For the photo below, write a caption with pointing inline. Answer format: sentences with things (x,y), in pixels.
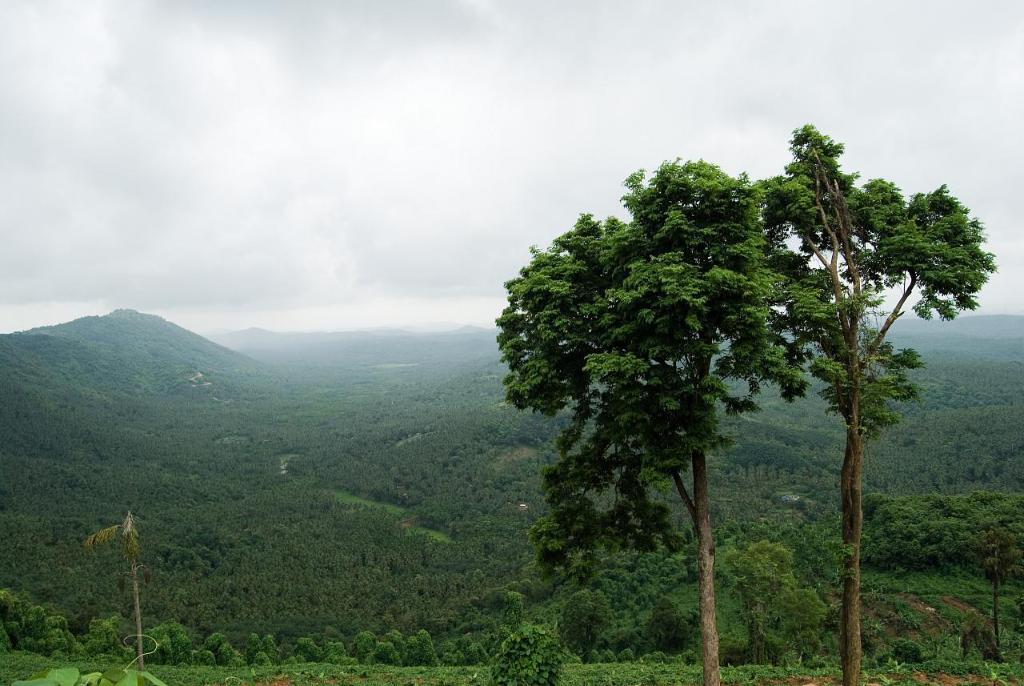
In this image, we can see trees (400,388), a palm tree (136,545) and there are hills (98,329). At the top (383,125), there is sky (262,84).
